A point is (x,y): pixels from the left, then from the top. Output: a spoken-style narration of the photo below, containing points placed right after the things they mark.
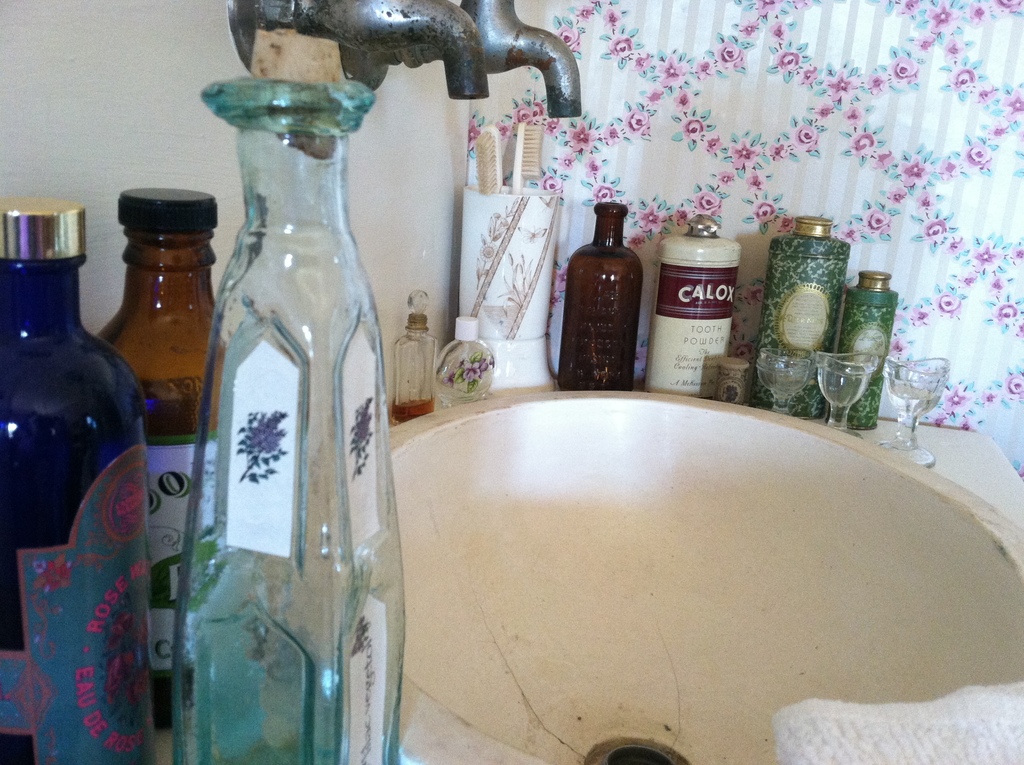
there are glass bottles (238,535) in the front (234,528) left. there are 2 taps (448,36) and a basin (641,619) at the center (559,450). behind that there are toothbrush (481,182), glasses (773,407) and bottles (716,270). and at the back (701,100) there is wallpaper (908,116).
